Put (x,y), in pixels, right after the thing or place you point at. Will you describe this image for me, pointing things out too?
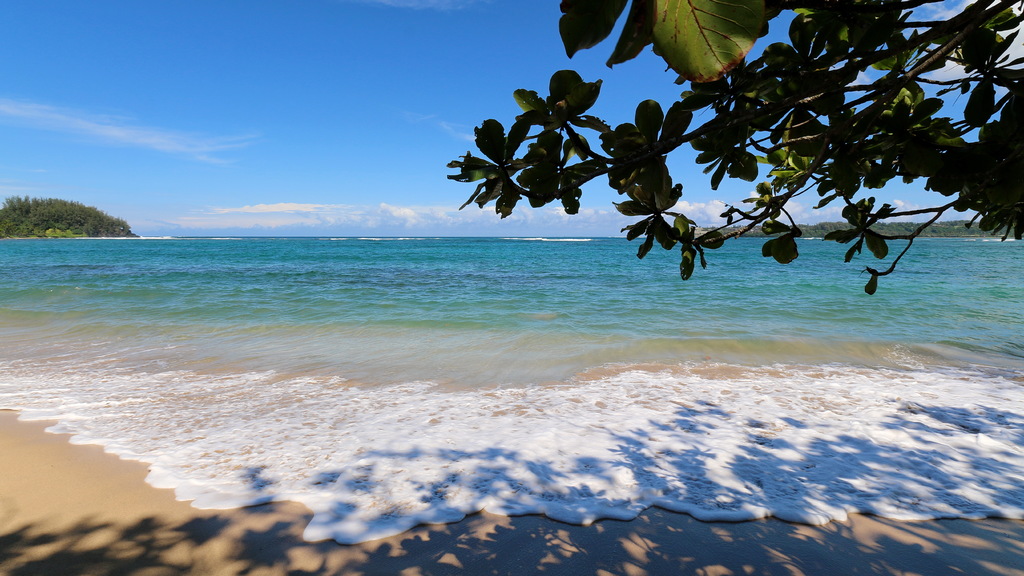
There is a beach (380,442). On the left side (58,230) we can see trees (71,222). On the right top corner (820,83) there are branches (843,122) of a tree (786,56).
